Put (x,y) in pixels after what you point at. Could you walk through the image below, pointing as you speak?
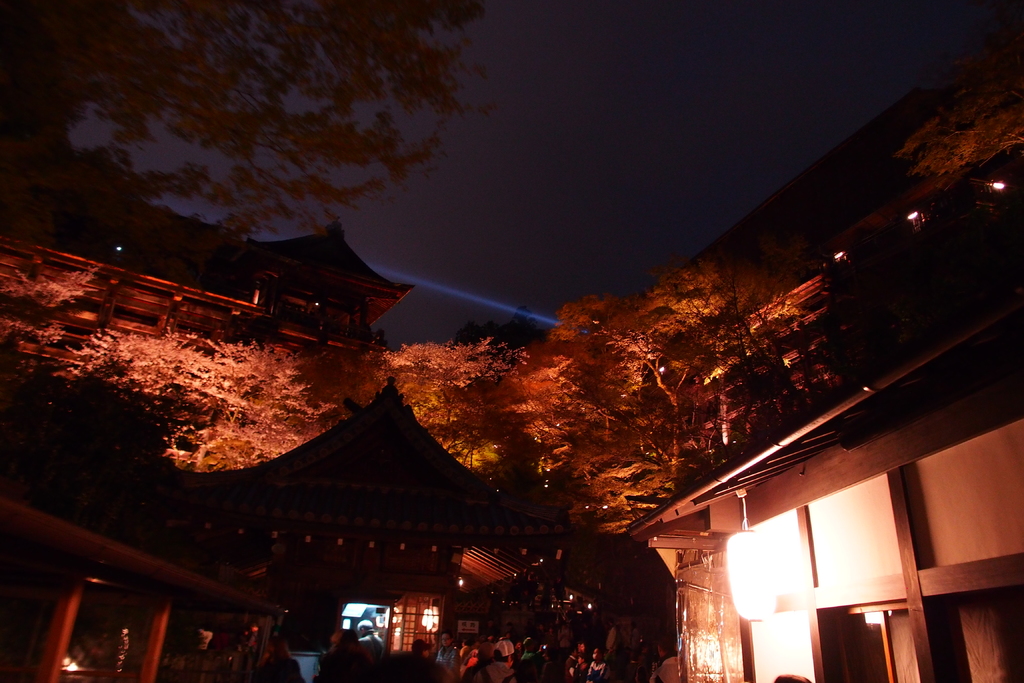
In the picture we can see group of persons (548,648) standing, there are some houses (412,573) and in the background of the picture (511,430) there are some trees (423,380) and dark sky (792,145).
